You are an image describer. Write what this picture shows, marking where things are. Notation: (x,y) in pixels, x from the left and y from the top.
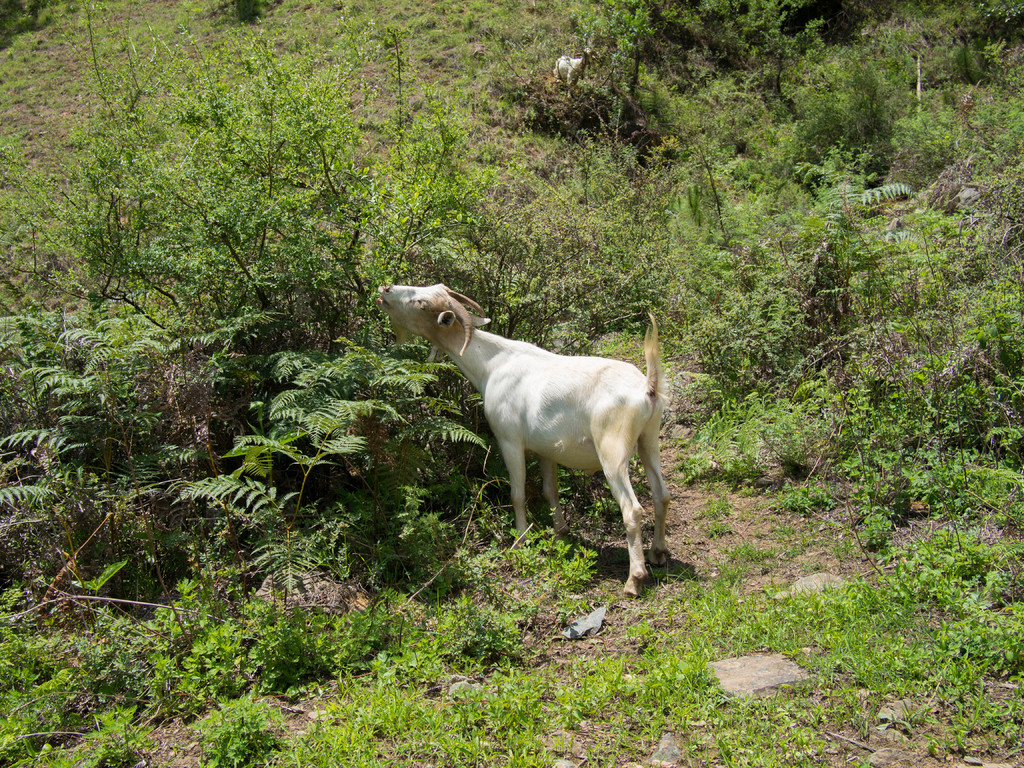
In the image there is a goat (443,335), eating the leaves (396,350) of a plant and around the goat (646,448) there is a lot of grass (363,132) and different plants (661,141), in a distance there is another animal (565,72).
